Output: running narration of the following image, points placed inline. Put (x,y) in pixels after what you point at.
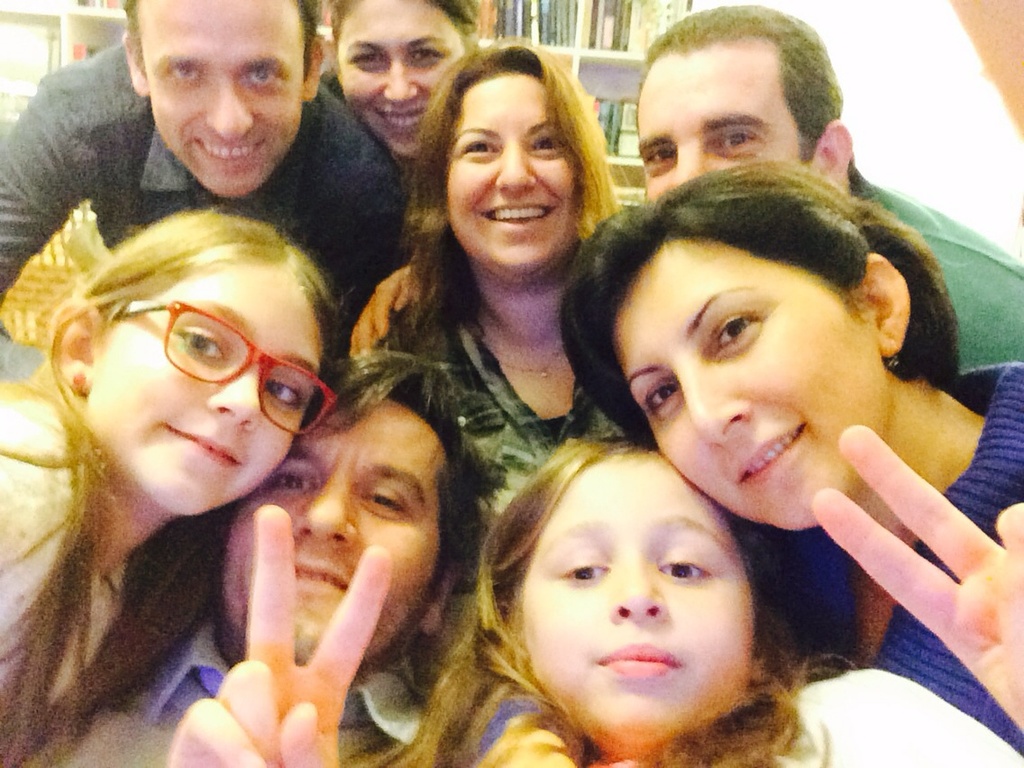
In this picture we can see few persons (792,367) and they are smiling. In the background (45,71) we can see rack (585,52) and books (492,23).
